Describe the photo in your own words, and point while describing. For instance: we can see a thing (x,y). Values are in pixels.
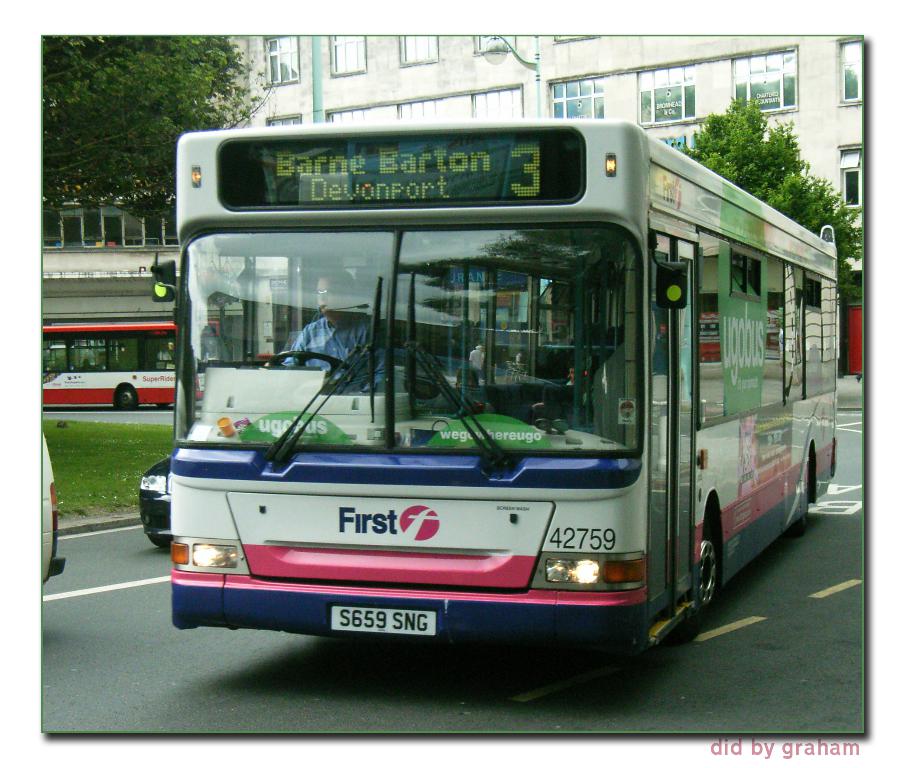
This image is clicked outside. There is a building (411,101) at the top (357,69). There are buses (272,427) in the middle (389,352). There is grass (166,434) on the left side (102,471). There are trees (126,157) on the left side (97,153) and right side (763,147).
